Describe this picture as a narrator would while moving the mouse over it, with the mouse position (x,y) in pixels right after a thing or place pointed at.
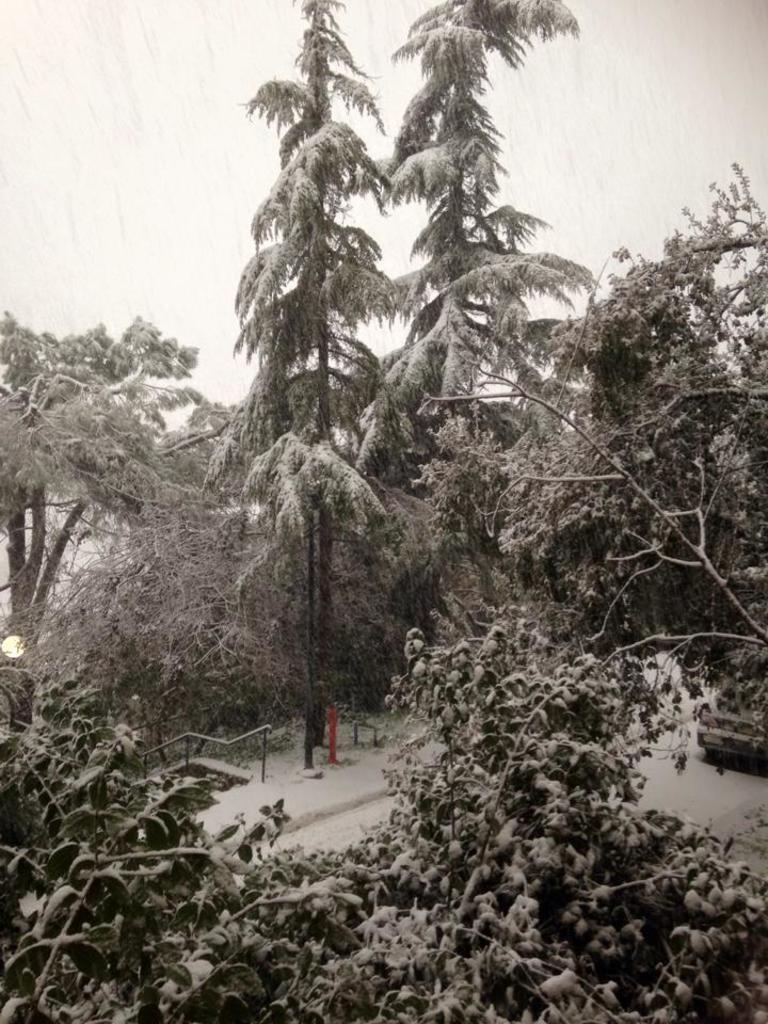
In the picture I can see trees (438,718) and some other objects (175,739) on the ground (300,797). This picture is in color.
